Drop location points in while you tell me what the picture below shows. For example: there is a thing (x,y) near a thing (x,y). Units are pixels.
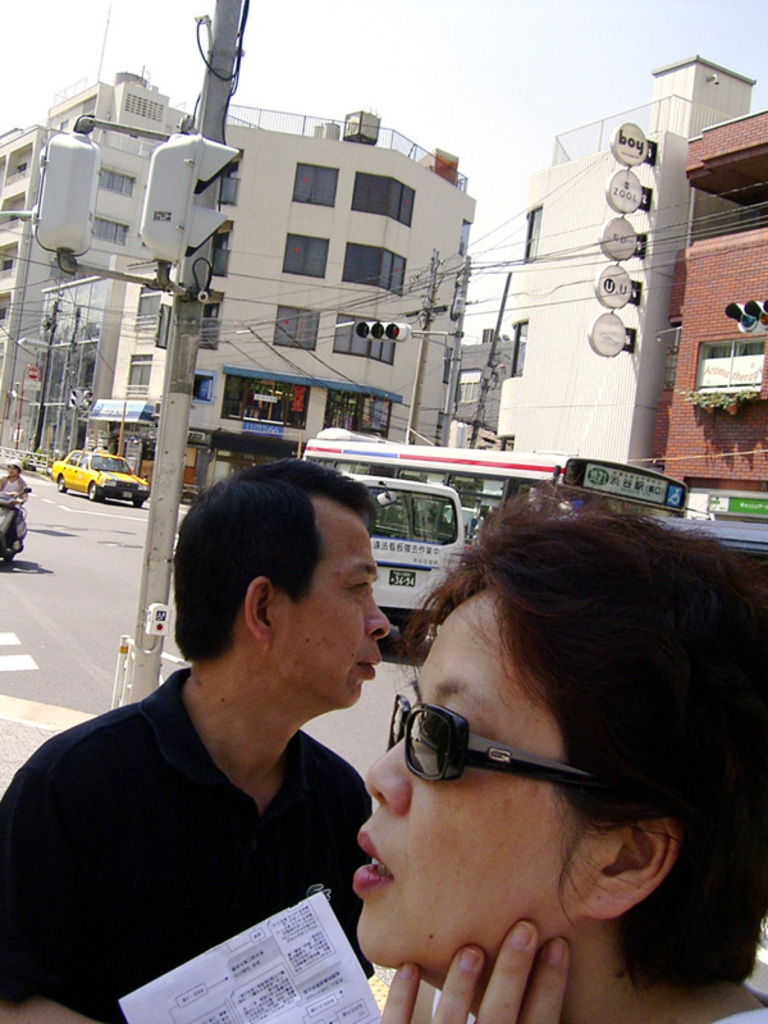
In this picture I can see three persons (352,649), there are vehicles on the road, there are poles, lights (154,170), boards (612,341), cables (311,355), buildings (643,317), and in the background (435,66) there is sky (453,74).
